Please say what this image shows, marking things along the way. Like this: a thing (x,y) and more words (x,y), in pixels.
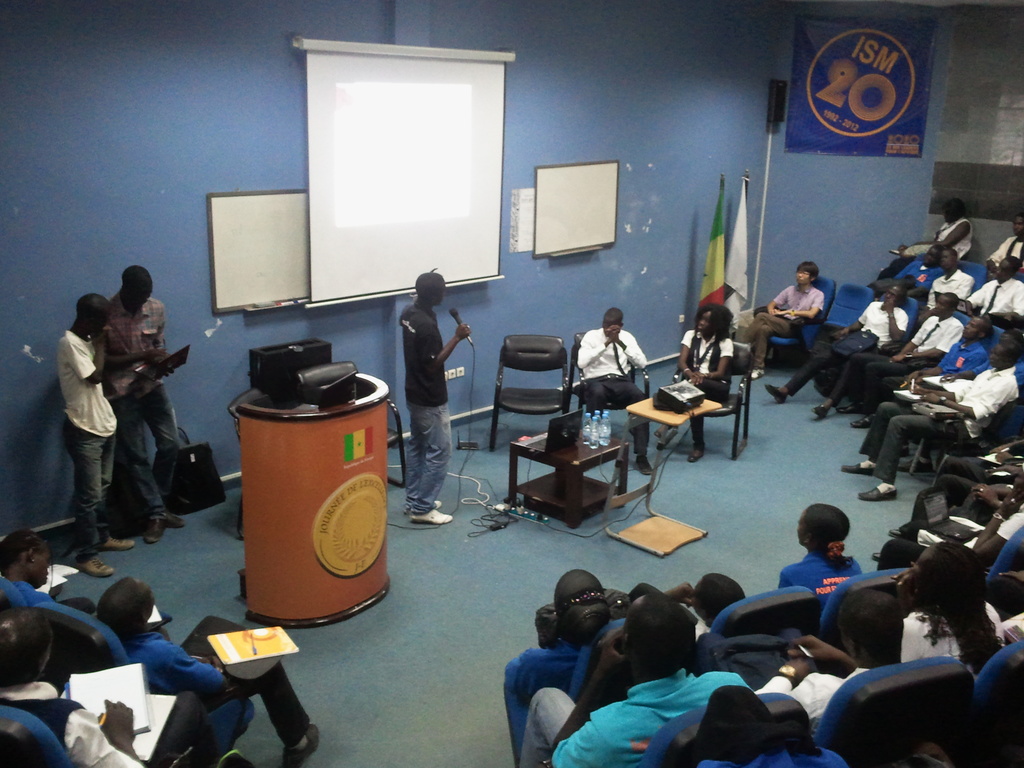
The person (407,355) wearing black shirt (416,348) is standing holding a mic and there is a projector (407,250) behind him and there are group of people (720,338) sitting in front of him.
